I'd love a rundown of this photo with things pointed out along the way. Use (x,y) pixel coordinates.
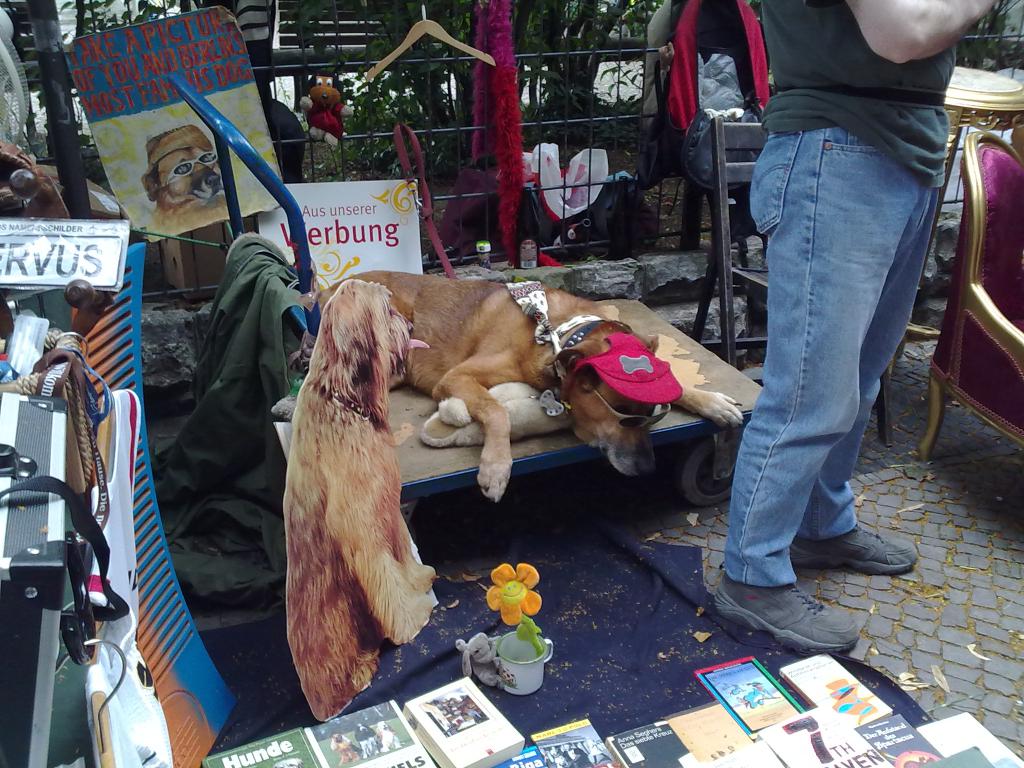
This picture is clicked outside. In the foreground (756,764) there is a blue color cloth (639,602) on the top of which books (880,712), a poster (376,631) of a dog (376,467) and some other items (103,587) are placed. On the right (912,29) there is a person (850,262) standing on the ground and we can see the chairs (975,181), table (455,460) and we can see a dog (501,327) lying on the table (543,436). In the background (589,63) we can see the metal rods (369,41), plants (420,79), hanger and many other objects (493,90).
